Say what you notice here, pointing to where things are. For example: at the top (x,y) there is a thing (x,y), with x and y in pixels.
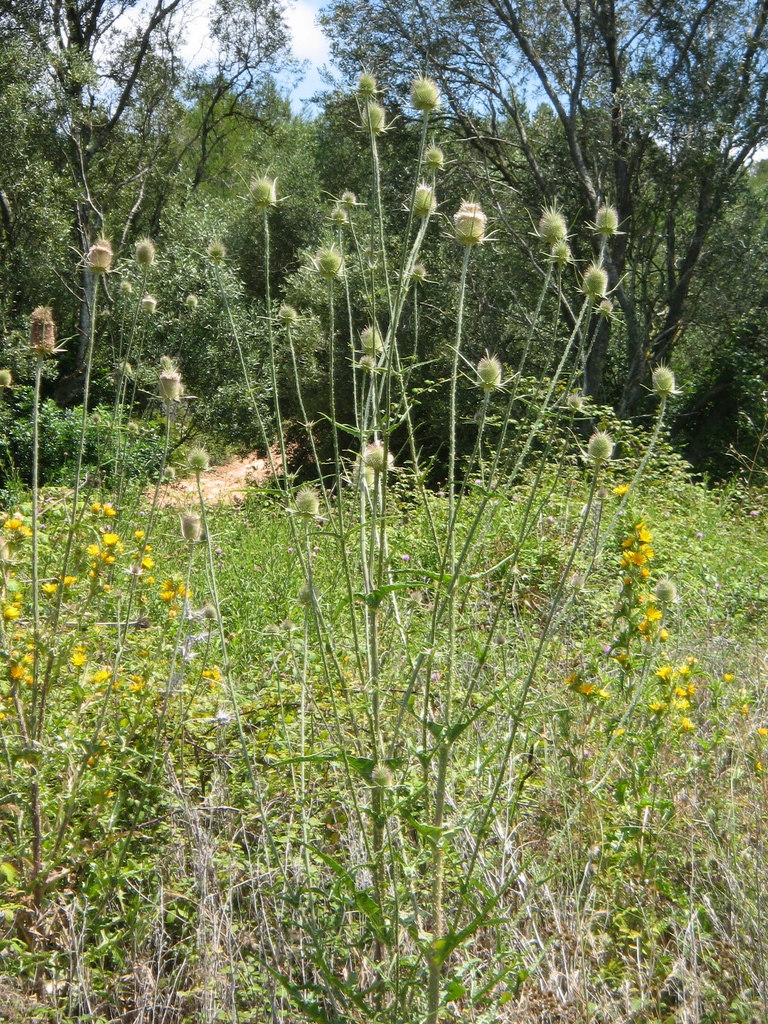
In the foreground of the picture (293,605) there are plants (379,596) and flowers (491,389). In the center of the picture (301,368) there are trees (250,371) and a path (241,493). In the background (265,142) there are trees (206,158) and sky (297,49).
